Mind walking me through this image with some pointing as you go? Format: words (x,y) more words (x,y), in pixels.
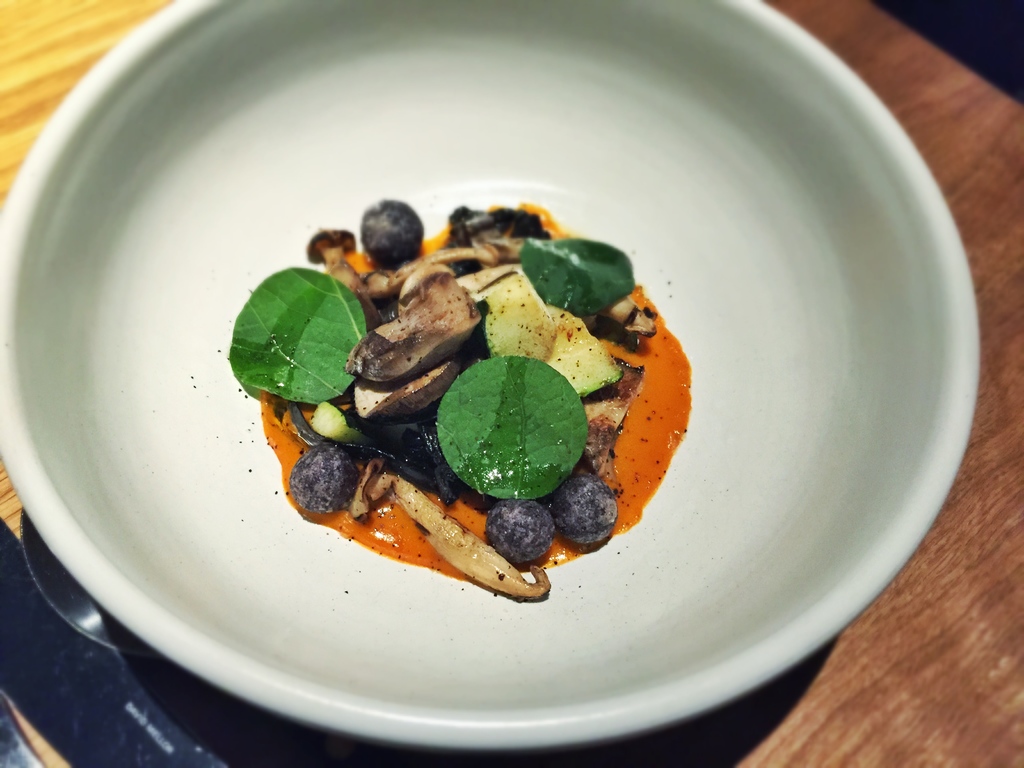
In this image we can see a food item (419,346) on the plate (623,547) and in the background (1013,680), there is table (949,765).
